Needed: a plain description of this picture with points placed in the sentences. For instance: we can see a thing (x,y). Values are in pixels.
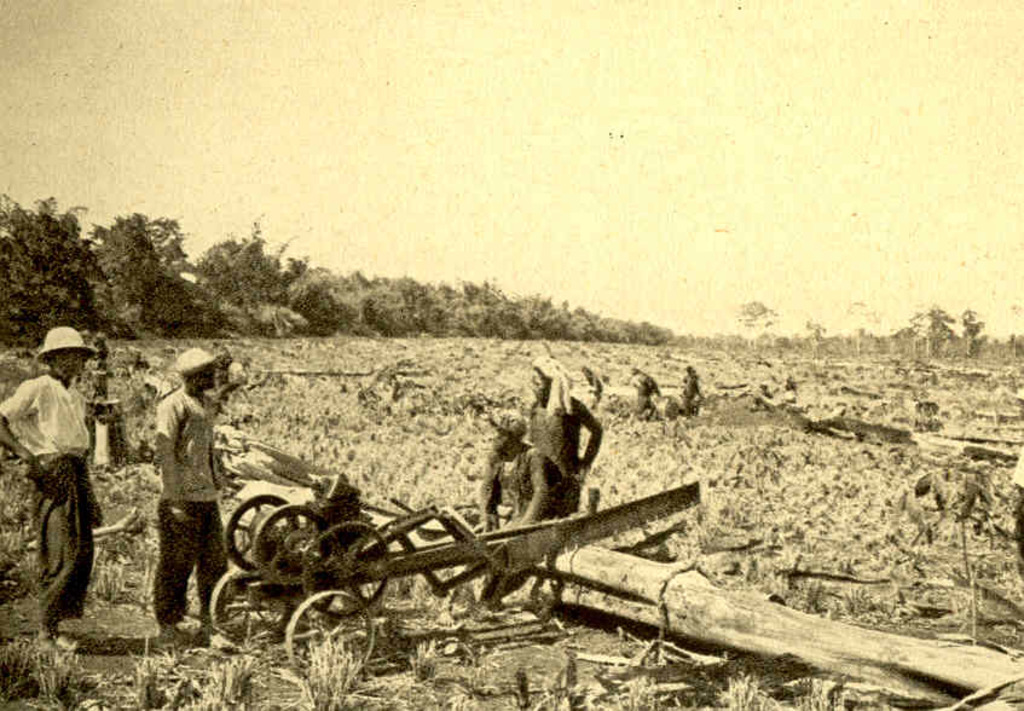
In this image we can see a few people (522,519), there are some trees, grass (313,381), wood (620,589) and a wood cutter (358,560), in the background (716,274) we can see the sky (1006,34).
